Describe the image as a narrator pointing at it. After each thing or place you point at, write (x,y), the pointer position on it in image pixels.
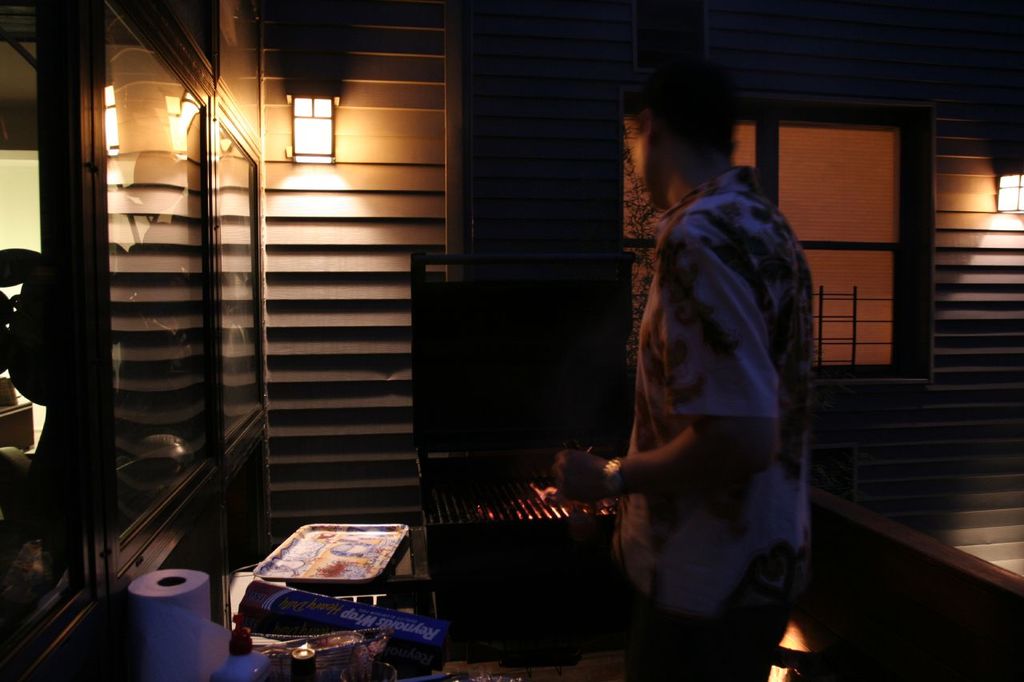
In the middle of the image (675,412) there is a man (762,644) standing. Beside him there is a grill (619,297). In front of him there is a table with tissue roll (187,593) and few other items (251,666) on it. On the left corner (17,244) there is a glass door (95,450). In the background (328,161) there is a wall (957,366) with lamps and window (829,138).
